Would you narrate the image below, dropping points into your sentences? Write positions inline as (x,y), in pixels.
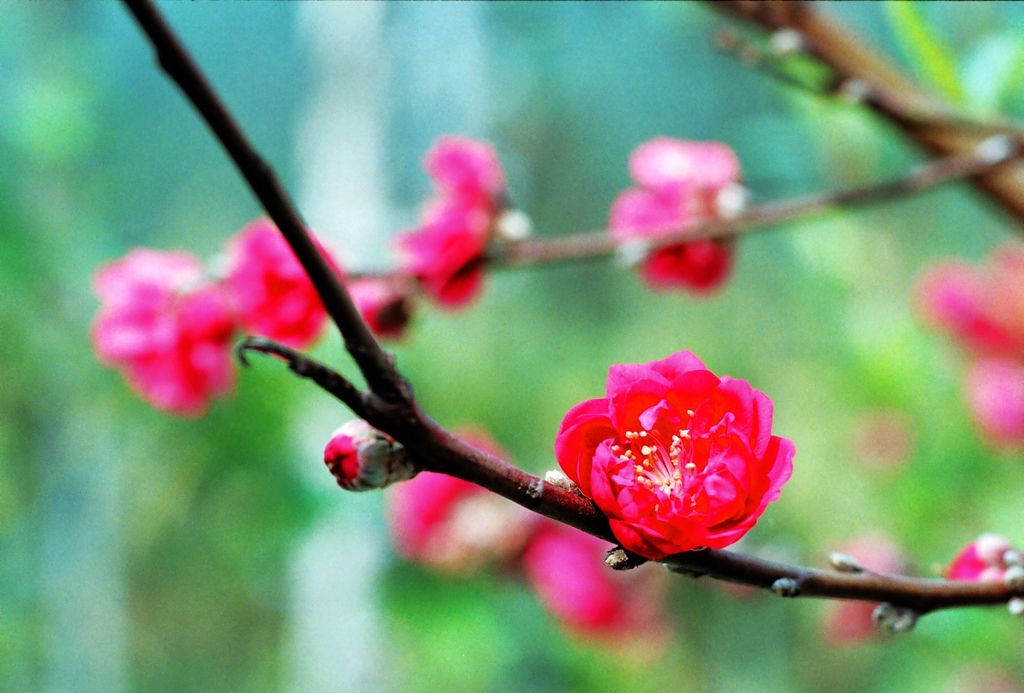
In this image, there are some pink color flowers (575,603) and there is blur background (223,75).
